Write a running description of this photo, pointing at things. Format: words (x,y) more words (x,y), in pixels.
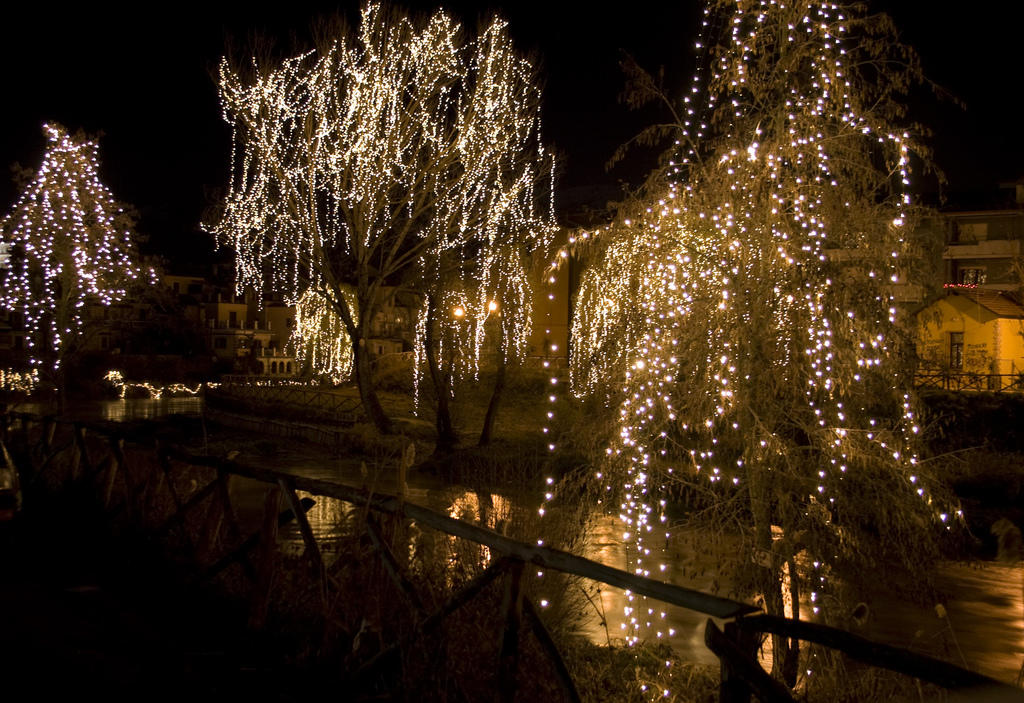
In this image I can see the water (649,561). In the background (122,117) I can see few trees (918,503) decorated with lights (106,243) and I can also see few buildings (972,226) and the sky (167,65) is in black color.
